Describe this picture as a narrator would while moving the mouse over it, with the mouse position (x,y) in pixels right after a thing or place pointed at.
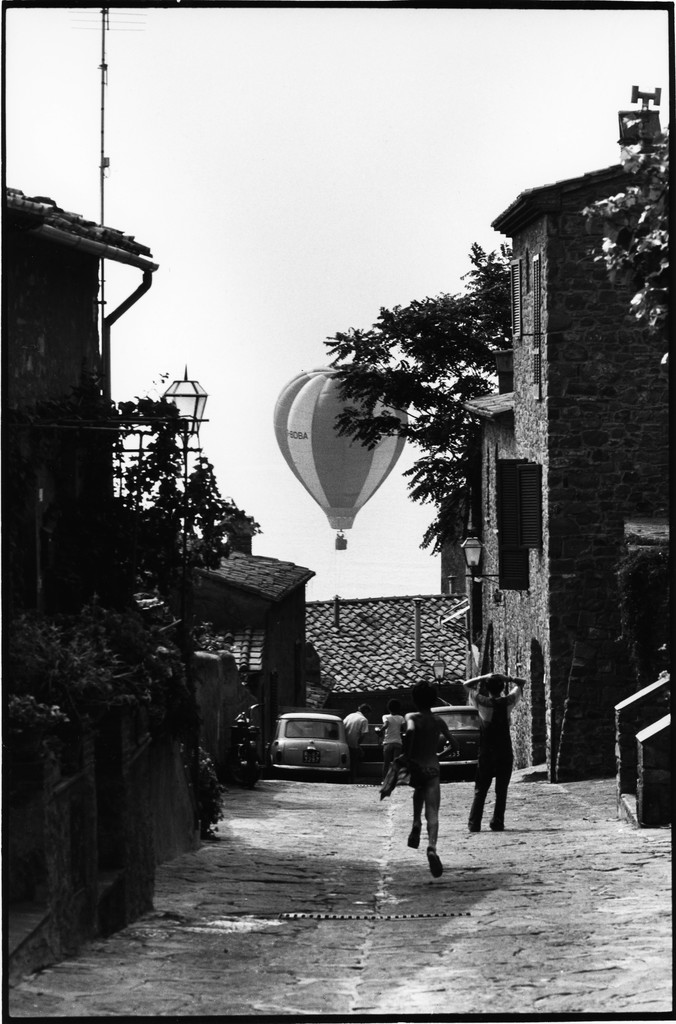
In this picture there are people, vehicles (252,718), buildings (311,642), pole (196,735) and plants (214,517). We can see a hot air balloon (373,485) in the air (310,542). In the background of the image (323,119) we can see the sky (338,125).
